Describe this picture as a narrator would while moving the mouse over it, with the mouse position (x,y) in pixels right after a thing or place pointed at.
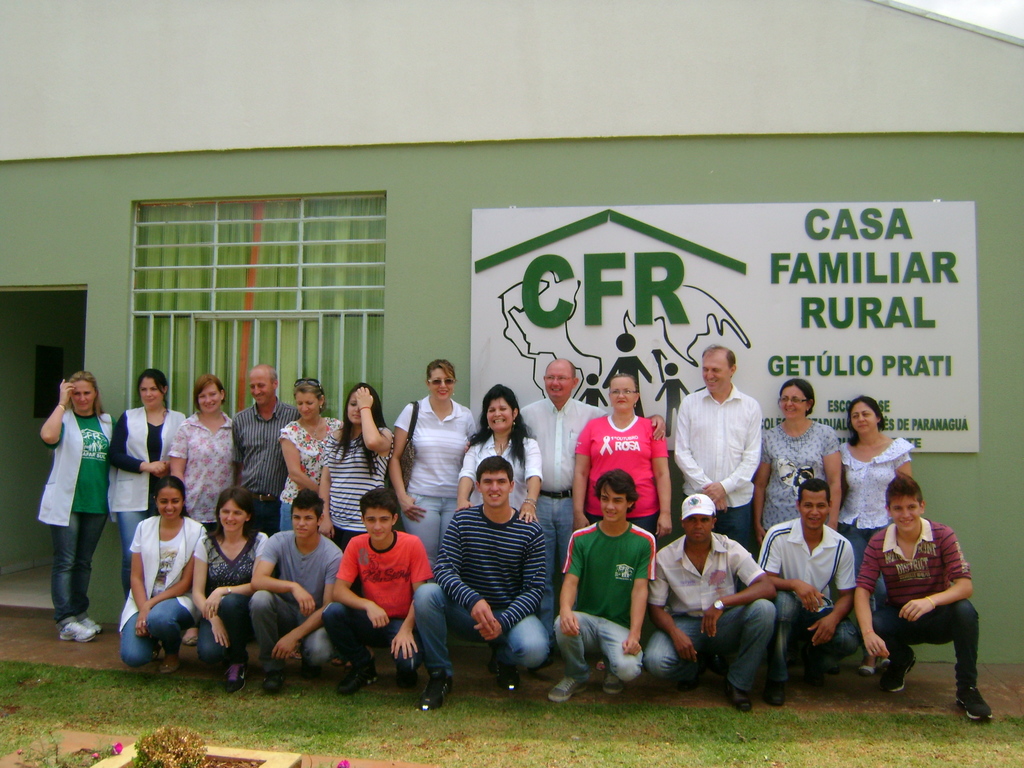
In the image we can see there are people (587,564) standing and some of them are sitting in squat position, they are wearing clothes (500,571) and some of them are wearing shoes (982,701). Here we can see the house (378,82), window (258,257) and fence (312,316). Here we can see the board (784,250) and text (779,255) on the board (768,265). Here we can see grass (450,706) and flowers (115,751), pink in color.
